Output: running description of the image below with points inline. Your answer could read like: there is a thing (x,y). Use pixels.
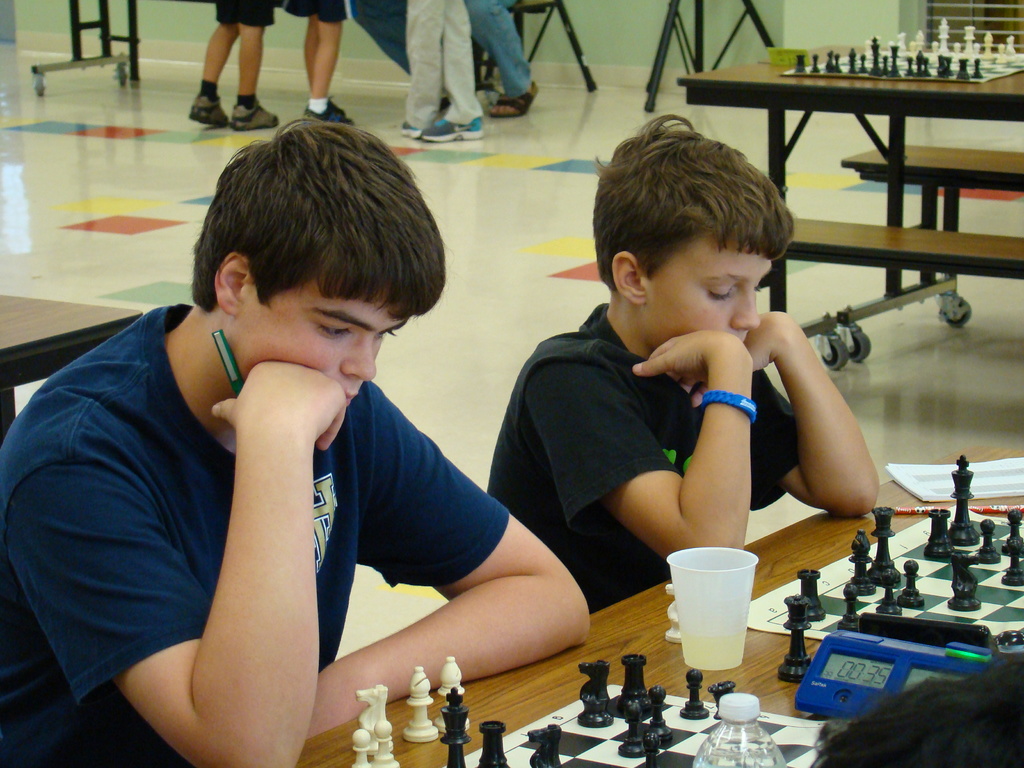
Here I can see two boys (414,515) wearing t-shirts (519,486), sitting in front of the table (636,621) and looking at the chess boards (938,573) which are placed on the table (628,643). Along with the chess boards (620,733) there is a glass (712,638), bottle (733,693) and some other objects (867,675) are placed. On the right side (895,89) there is another table (835,80) on which another chess board (994,64) is placed. At the top of the image (456,40) I can see few persons (336,65) are standing on the floor (505,178).
